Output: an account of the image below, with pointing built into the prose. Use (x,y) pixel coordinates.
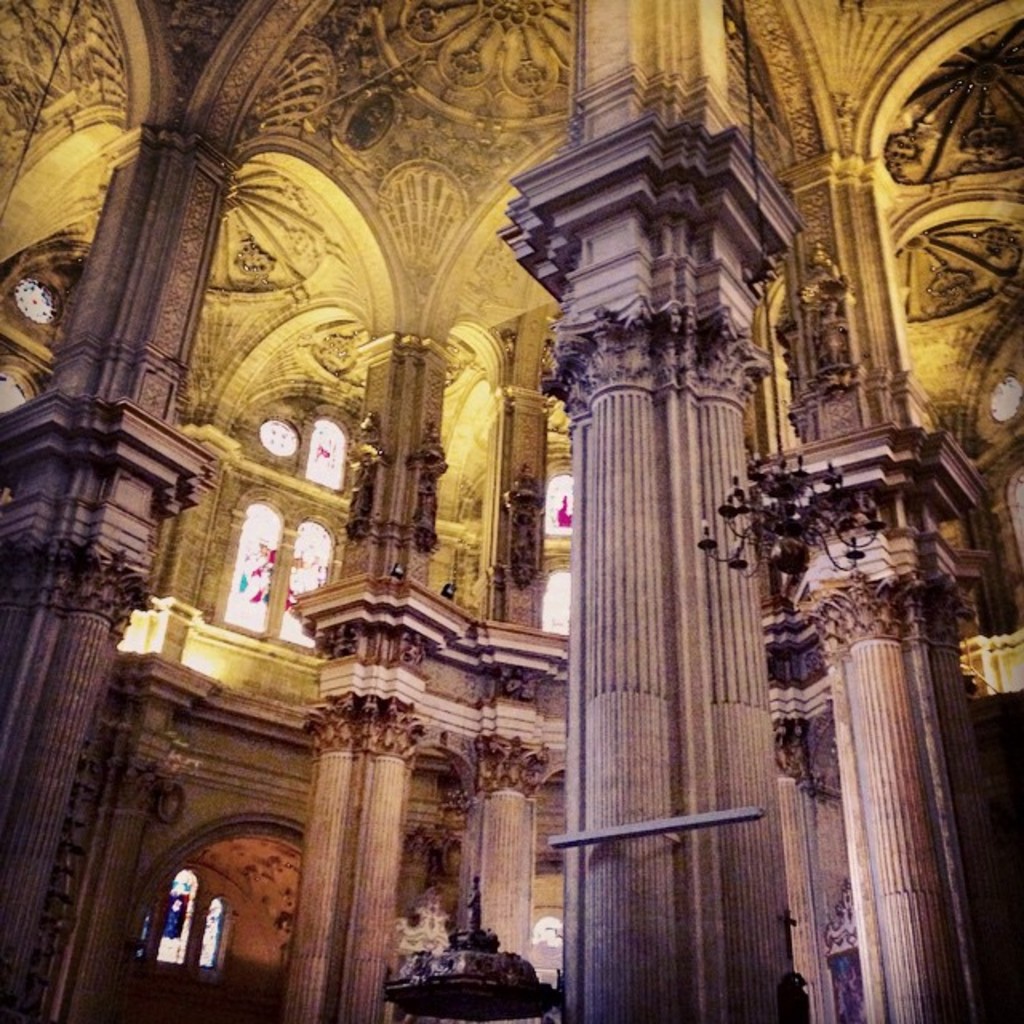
It is an inside part of a cathedral (502,669). There are glass windows (290,616) in this.
